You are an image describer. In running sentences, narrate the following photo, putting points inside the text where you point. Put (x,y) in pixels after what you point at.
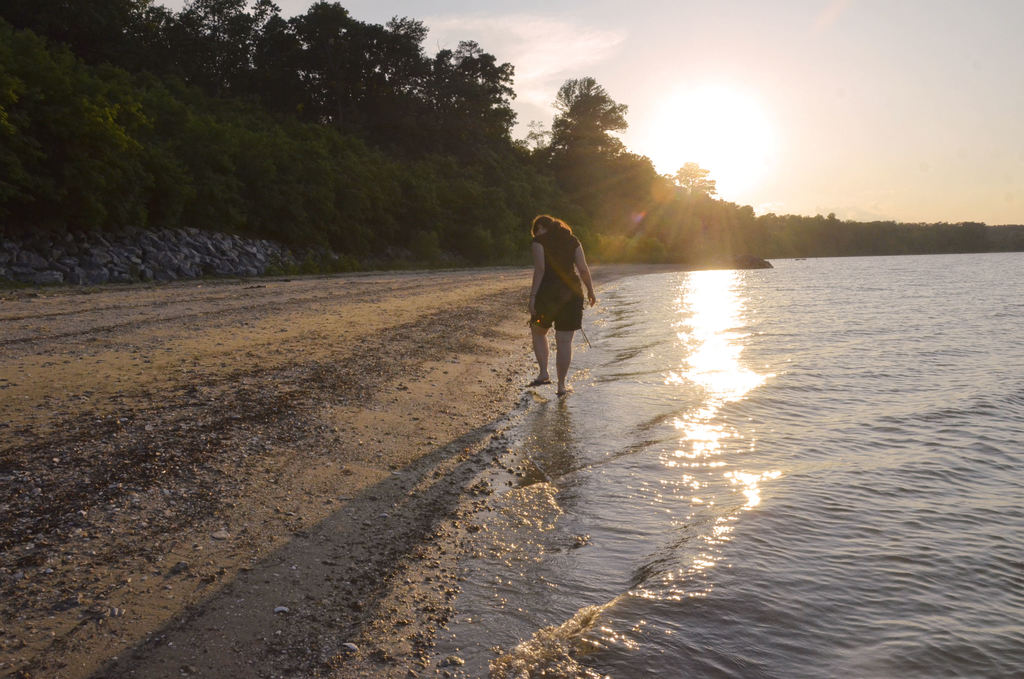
This picture shows trees (362,160) and water (660,380) and we see a woman (558,354) walking and we see sunlight (722,124) in the cloudy sky (689,112).
